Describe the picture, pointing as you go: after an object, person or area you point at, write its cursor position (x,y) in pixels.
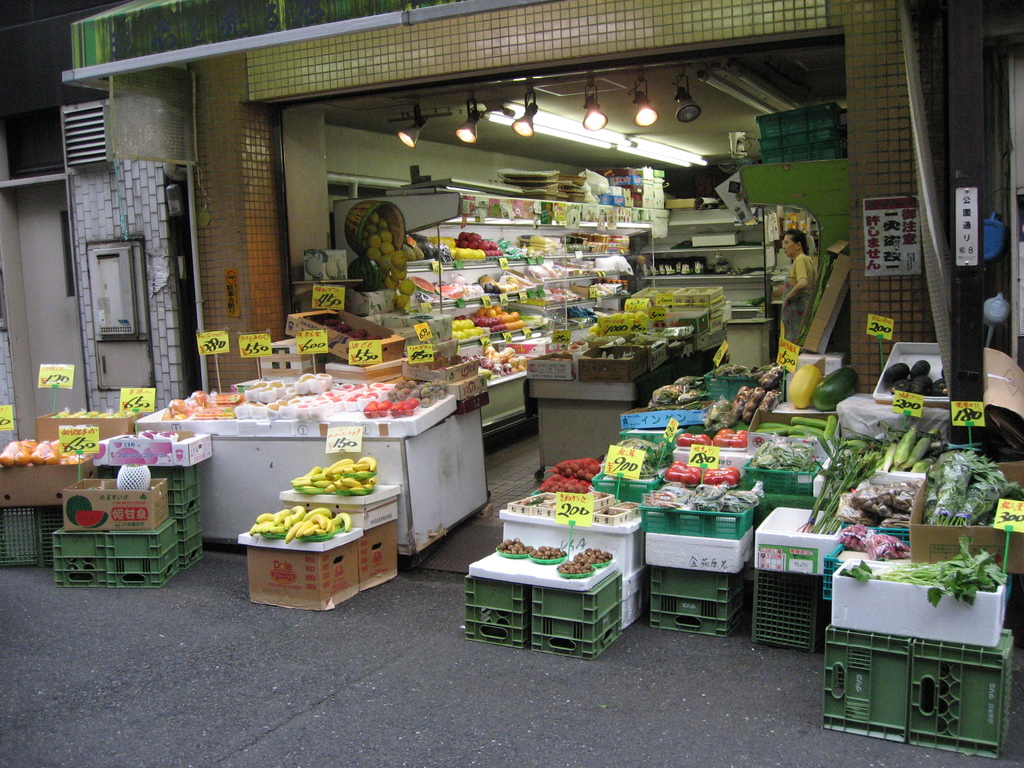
In this image we can see a vegetable store (473,338). In the vegetable store (516,427) we can see the vegetables (685,498) and fruits (186,401) arranged in baskets (653,448) along with the price tags (608,332). We can also see electric lights (626,136) and a person (792,296) in the store (641,360).
